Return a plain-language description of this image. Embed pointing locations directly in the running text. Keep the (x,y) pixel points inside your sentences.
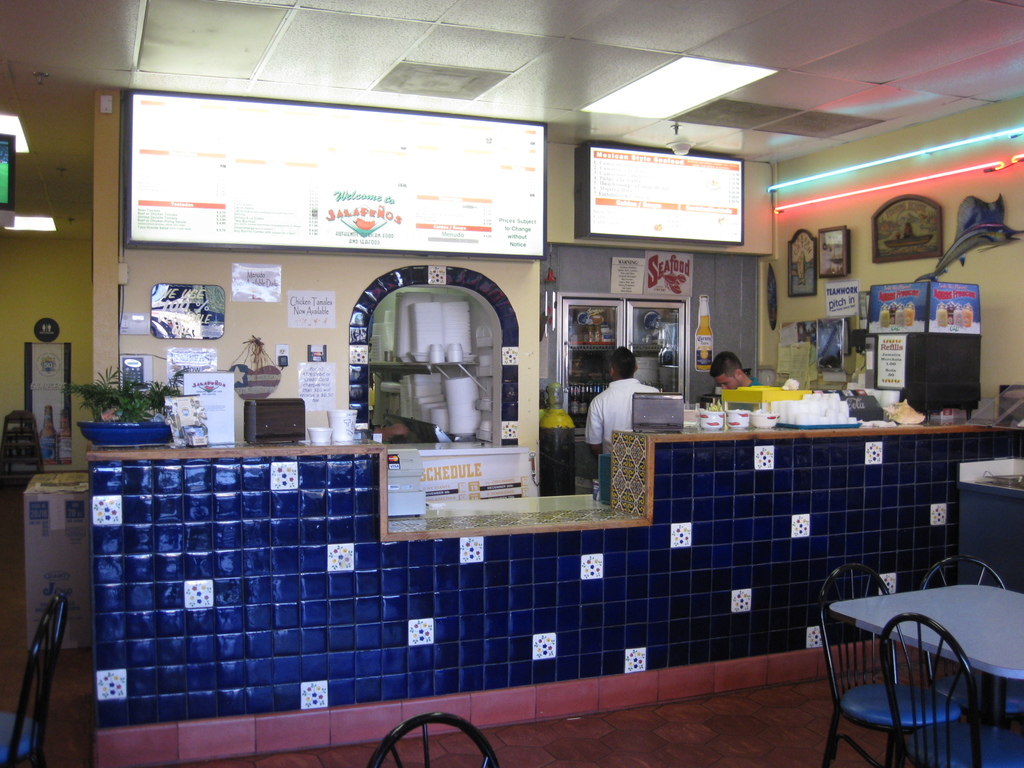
At the bottom (73,726) there are chairs (932,680), table (999,636) and floor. In the middle of the picture (594,315) we can see bowls (740,424), cups (348,412), plants (161,411), people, plates (463,400), boards (468,182), frames (803,282), machine (955,356), refrigerator (655,385) and various objects (416,361). At the top (610,81) we can see light (638,88) and ceiling (510,100).
